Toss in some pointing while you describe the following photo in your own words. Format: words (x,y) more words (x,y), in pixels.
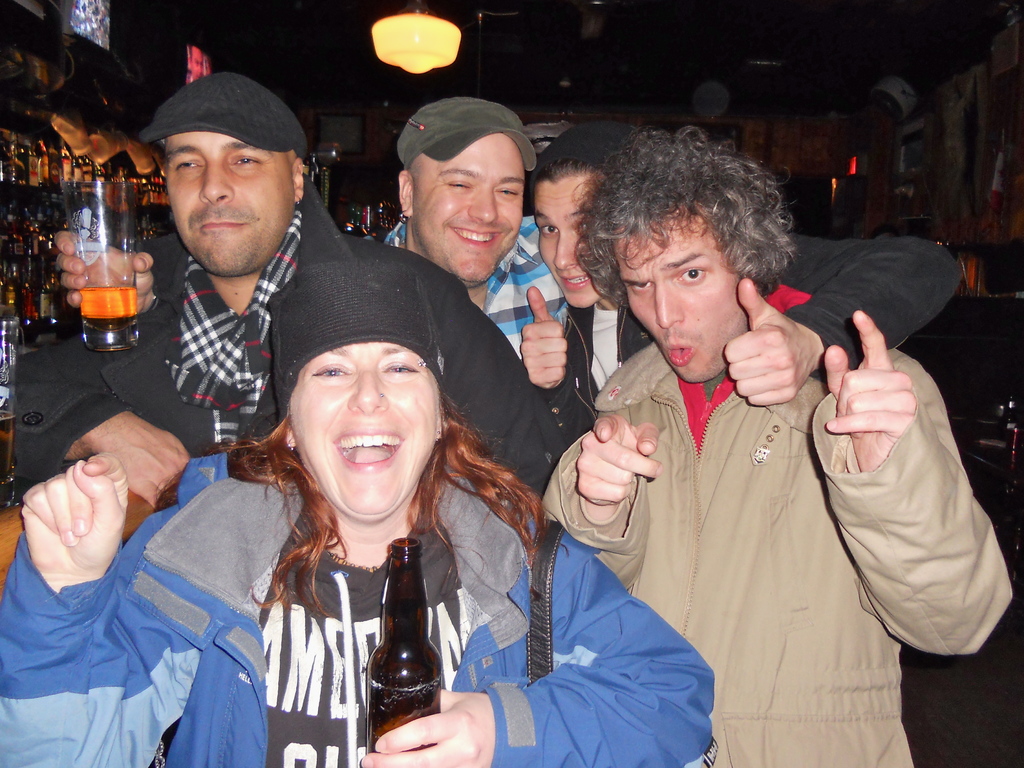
In this picture, we see five people (641,258) are standing. Out of them, four are men (495,276) and one is a woman (307,358). The woman (409,480) in front of the picture wearing a blue jacket (163,617) is holding a glass bottle (412,640) in her hand (445,738) and she is smiling. Behind her, the man (228,363) in black jacket (169,349) is holding a glass (86,206) containing liquid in her hand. On the left side (8,342), we see a table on which glass (12,369) containing liquid (0,464) is placed. Beside that, we see a rack (41,184) in which many glass bottles (55,162) are placed. In the background (372,122), we see a wall (386,117). In the background (690,113), it is black in color and this picture is clicked in the dark.
